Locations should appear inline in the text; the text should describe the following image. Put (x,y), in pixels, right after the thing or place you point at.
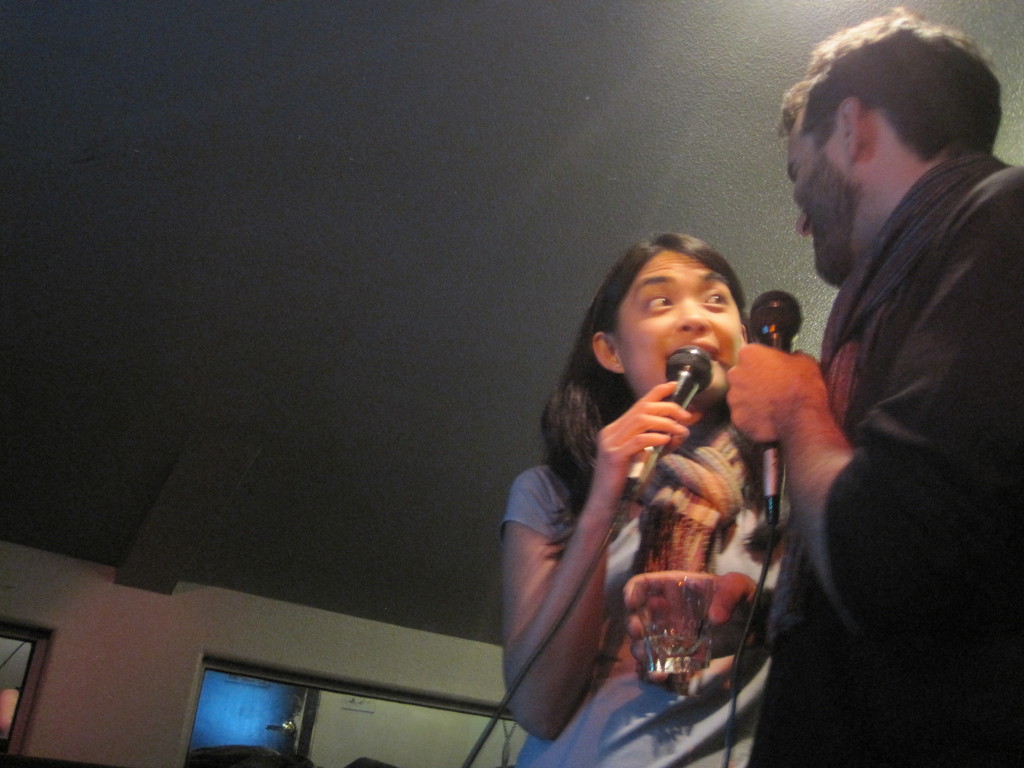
This picture shows a woman (706,407) and man (776,722) standing and holding a microphone (780,304) in their hands (738,406) and we see a glass (707,624) in woman's hand (710,612).
